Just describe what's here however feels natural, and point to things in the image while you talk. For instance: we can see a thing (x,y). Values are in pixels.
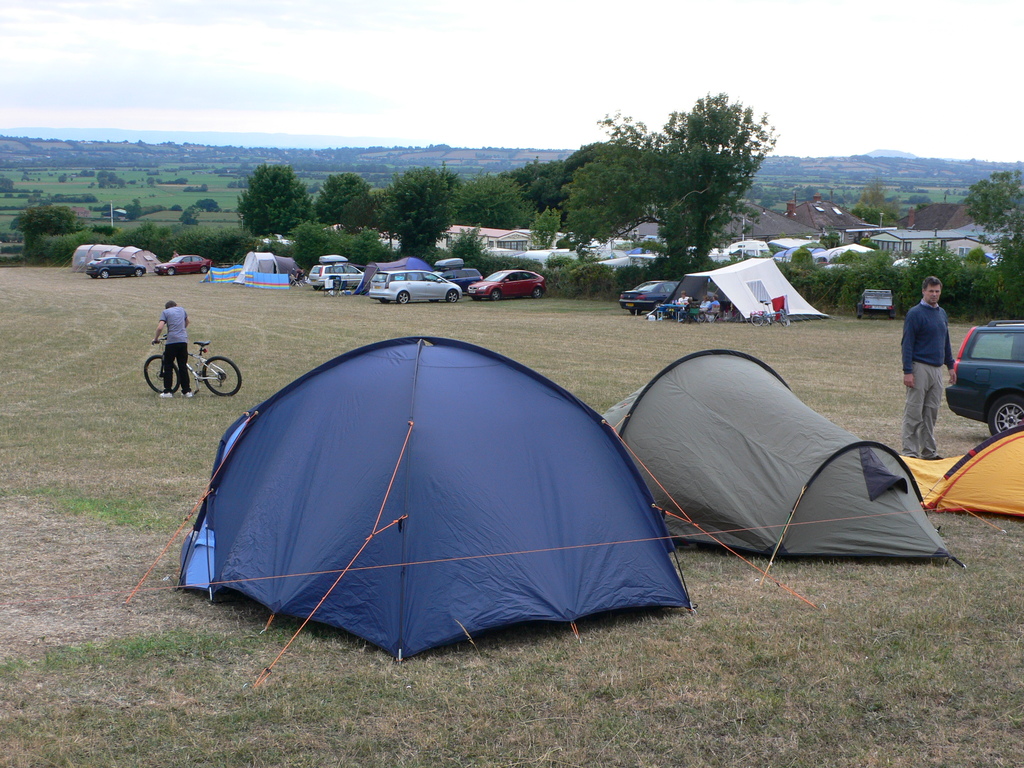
Here we can see tents (771,444). Background (966,264) there are vehicles (180,266), trees (360,206), plants (552,286) and sky (524,37). Sky (673,63) is cloudy. Beside this car (985,347) a person (935,338) is standing. Another person (171,372) is holding a bicycle (195,373). Far there are houses (804,237).
